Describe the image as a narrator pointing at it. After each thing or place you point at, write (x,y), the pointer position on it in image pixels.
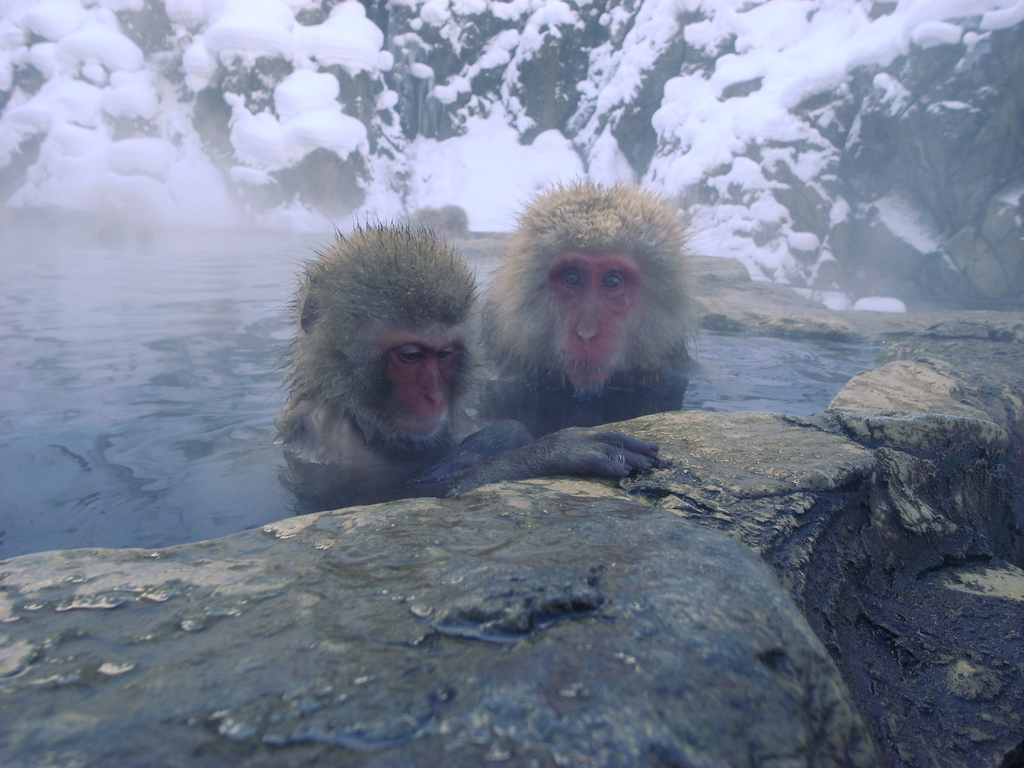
In the picture we can see two monkeys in the water (110,287) and in the background (110,159) we can see the snow (472,168).
